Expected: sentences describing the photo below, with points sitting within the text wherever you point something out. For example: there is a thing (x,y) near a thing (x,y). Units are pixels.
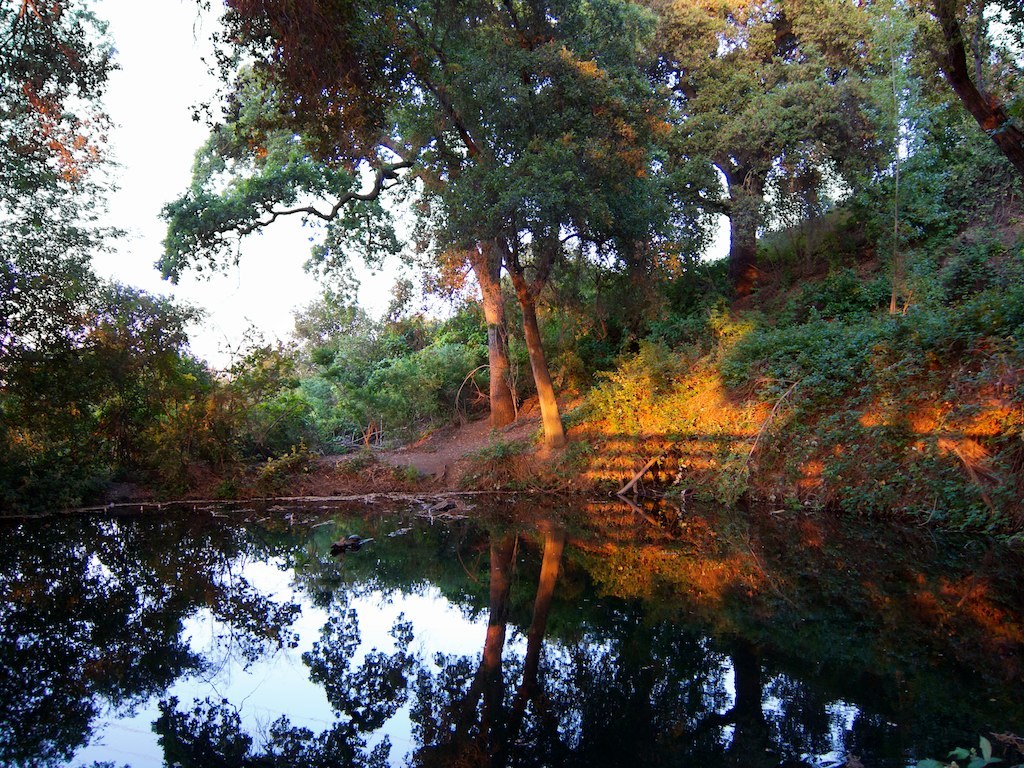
In this picture there is water (417,532) at the bottom side of the image (487,550) and there is greenery (479,198) in the center of the image (545,409).
